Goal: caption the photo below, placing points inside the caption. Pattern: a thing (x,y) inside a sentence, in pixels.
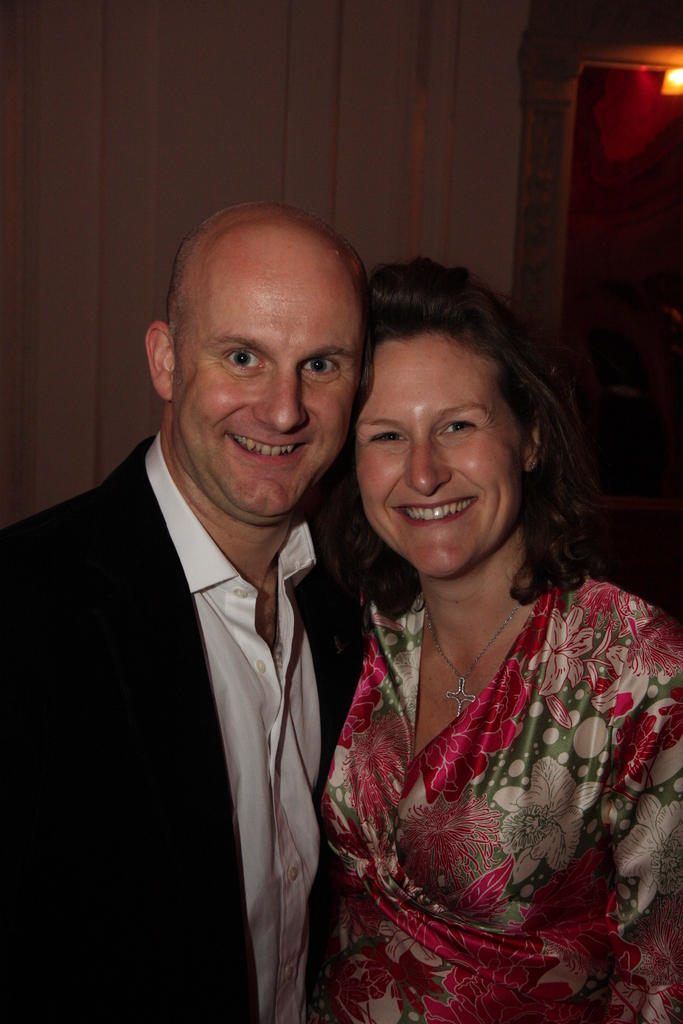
As we can see in the image in the front (419,691) there are two people (419,691) standing. The man (306,494) on the left side (194,653) is wearing black color jacket (202,752) and the woman (562,759) is wearing red color dress (528,843). Behind them there is a wall (365,131) and on the right side (672,84) background there is a light (680,74).
